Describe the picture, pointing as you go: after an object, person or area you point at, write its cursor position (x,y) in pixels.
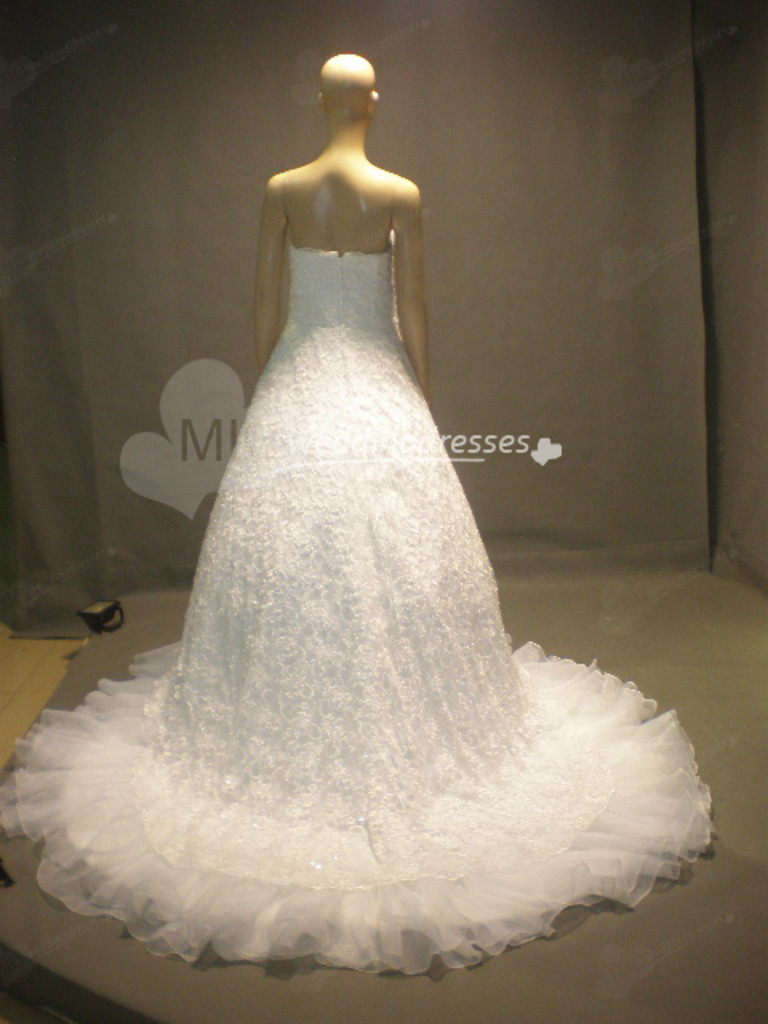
In this image I can see the mannequin (365,550) with the white color dress (338,748). I can see the ash color background (509,520).
